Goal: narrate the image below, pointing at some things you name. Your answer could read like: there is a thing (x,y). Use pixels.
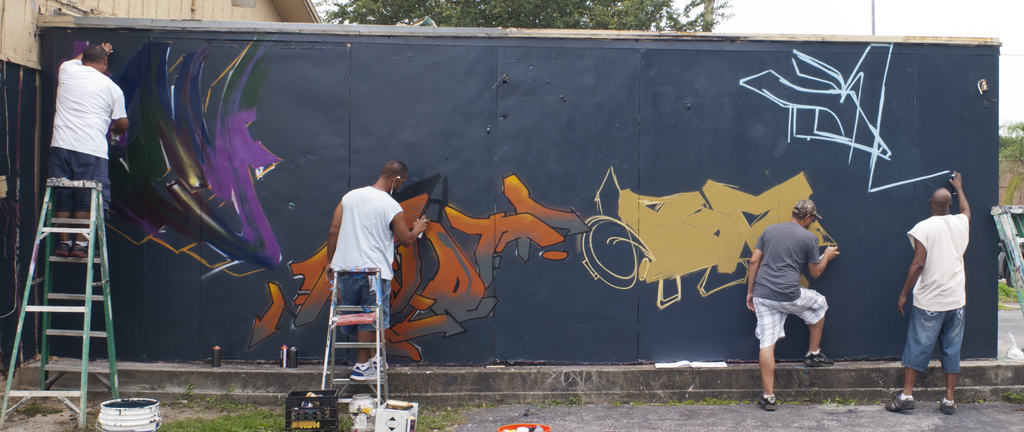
In this image we can see this person (112,132) who is standing on the ladder (47,318) and these people (929,327) standing here are holding paint bottles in their hands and doing graffiti (759,197) on the wall (151,239). Here we can see a ladder (85,391) and buckets (148,416) kept on the ground (251,413). In the background (718,141), we can see wooden house (258,12), trees (480,12), wall (991,87) and the sky (738,4).
